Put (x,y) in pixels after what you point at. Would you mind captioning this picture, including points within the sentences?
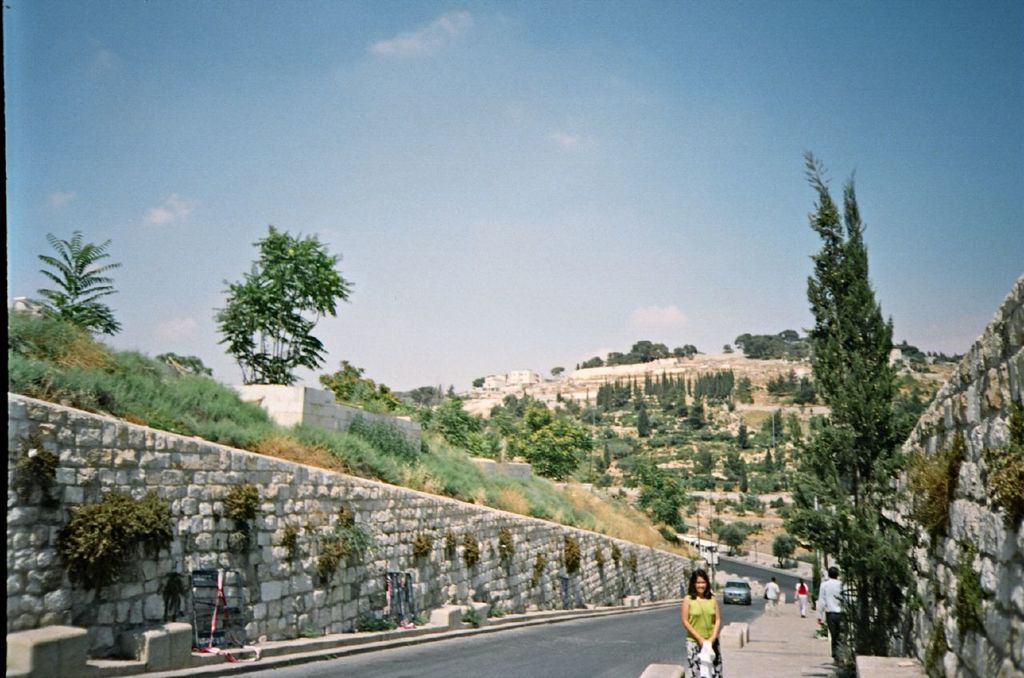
In this image I can see a road (613,629) in the centre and on it I can see one vehicle (744,584). On the both side of the road (562,658) I can see number of trees (855,648) and on the right side of this image (708,629) I can see few people (691,591) are standing. On the left side (86,341) I can see grass (389,463) and in the background (591,303) I can see clouds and the sky (372,183).
